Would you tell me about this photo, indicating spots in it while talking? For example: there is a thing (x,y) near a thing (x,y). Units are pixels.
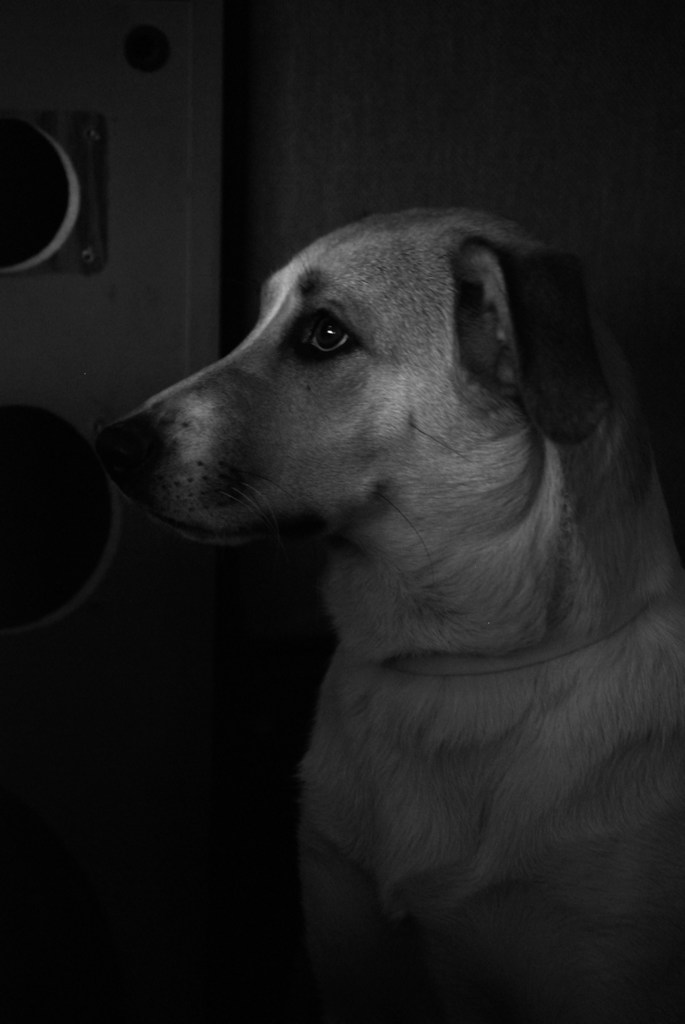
In this Image I can see the dog (382,611). In the back (278,118) there is a wall (288,180) and this is black and white image.
